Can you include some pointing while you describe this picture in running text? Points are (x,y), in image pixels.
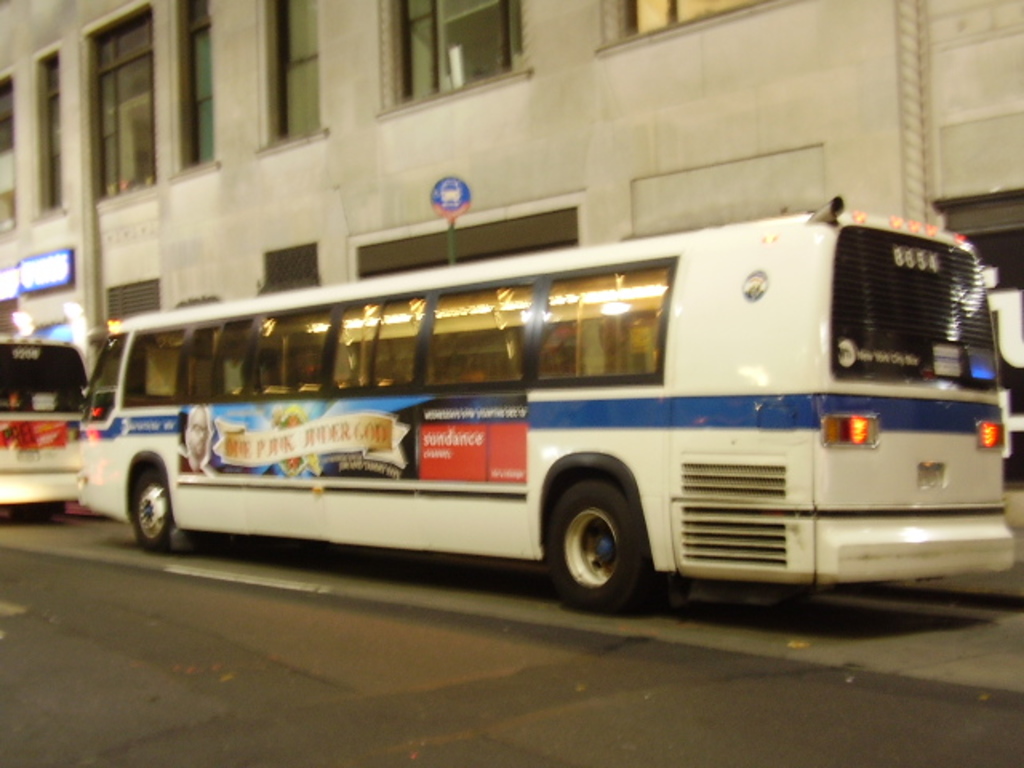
In this image we can see vehicles (262,476) on the road (381,756). In the background (441,210) we can see a board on the pole (451,243), building (110,136), windows (142,80) and hoardings (65,277) on the wall (33,177).
